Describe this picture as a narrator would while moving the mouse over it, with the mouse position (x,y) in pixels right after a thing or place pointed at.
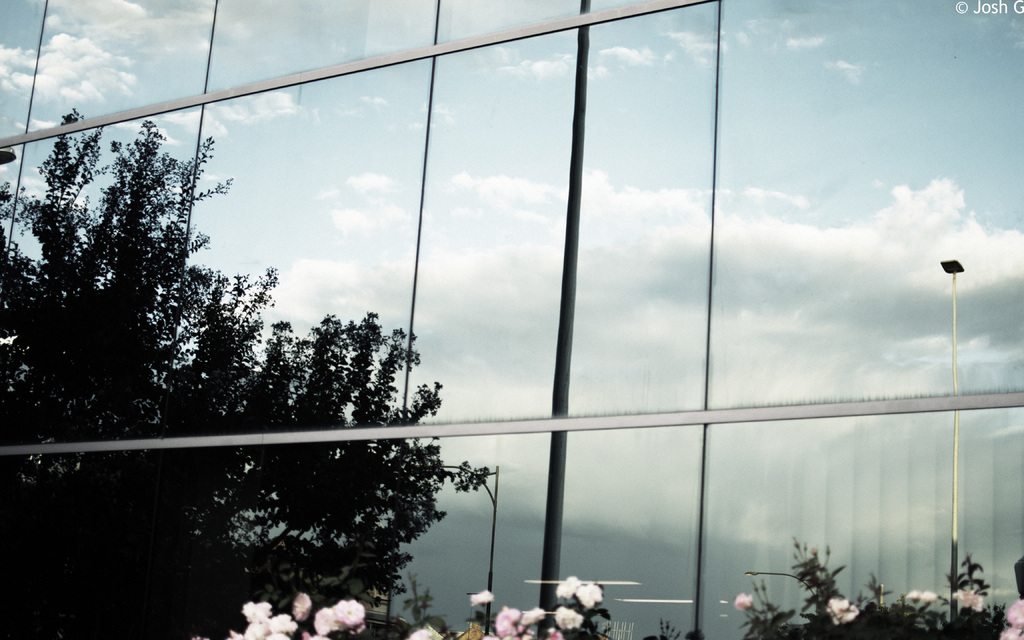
In this picture I can see plants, flowers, trees (144,577), poles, there are glass windows (757,96), and in the background (399,82) there is the sky (236,261).
